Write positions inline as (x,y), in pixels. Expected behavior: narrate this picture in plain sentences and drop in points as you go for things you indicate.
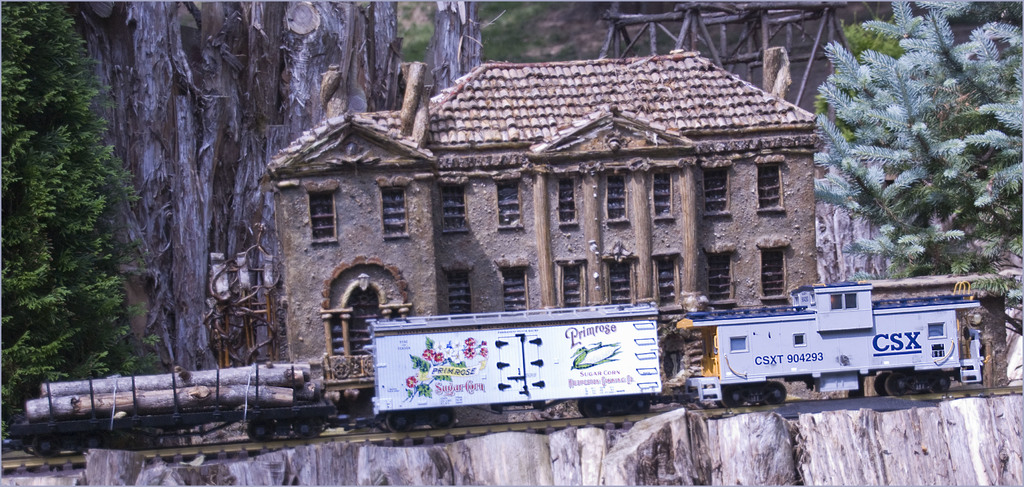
In this picture there is a miniature art (571,271). In the center (659,239), there is a building (410,197) made up of wood (484,304). In front of it there is a train (161,420). On the train (187,410), there are wooden logs (186,408). In the background (249,94) there are trees (477,55), plants (865,208) etc were placed.
